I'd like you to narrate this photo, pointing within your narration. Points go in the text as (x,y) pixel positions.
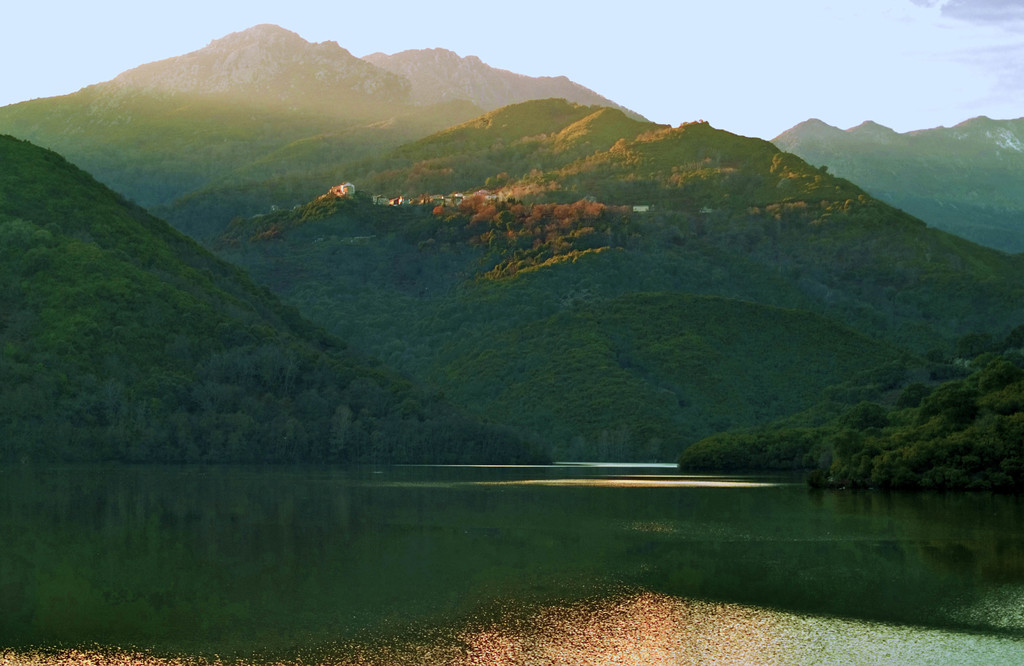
In this picture we can see mountains (350,298), trees (707,336) and in between the mountains (614,397) we can see the lake (282,571).
